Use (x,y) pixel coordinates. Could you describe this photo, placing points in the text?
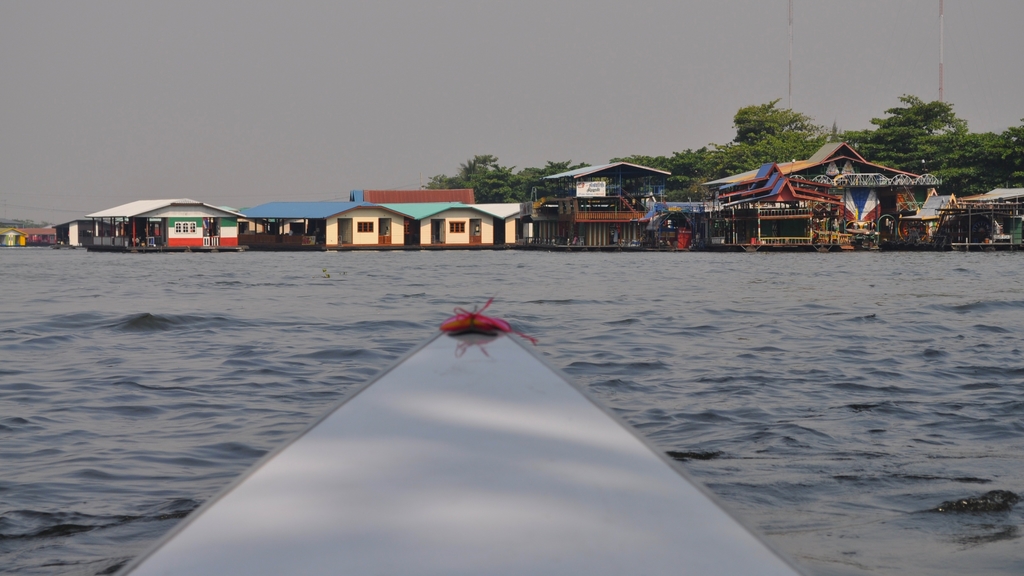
In this image we can see many houses (735,234). There are many trees (791,156) at the right side of the image (913,142). There are few poles (792,45) at the right side of the image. There is an object (545,517) at the bottom of the image (508,502). We can see the sea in the image. We can see the sky (557,119) in the image.
